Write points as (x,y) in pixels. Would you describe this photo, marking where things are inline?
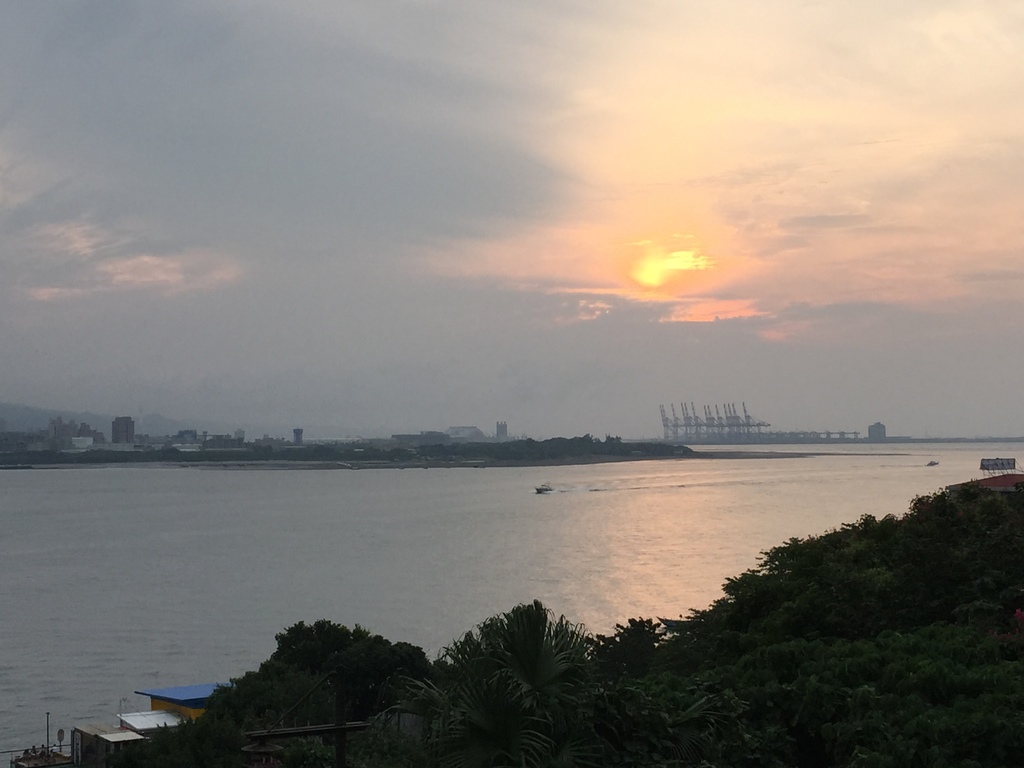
In the picture I can see trees (553,652), buildings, the water (423,552) and some other objects (258,757). In the background (578,483) I can see boats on the water (647,504) and the sky (457,201).
